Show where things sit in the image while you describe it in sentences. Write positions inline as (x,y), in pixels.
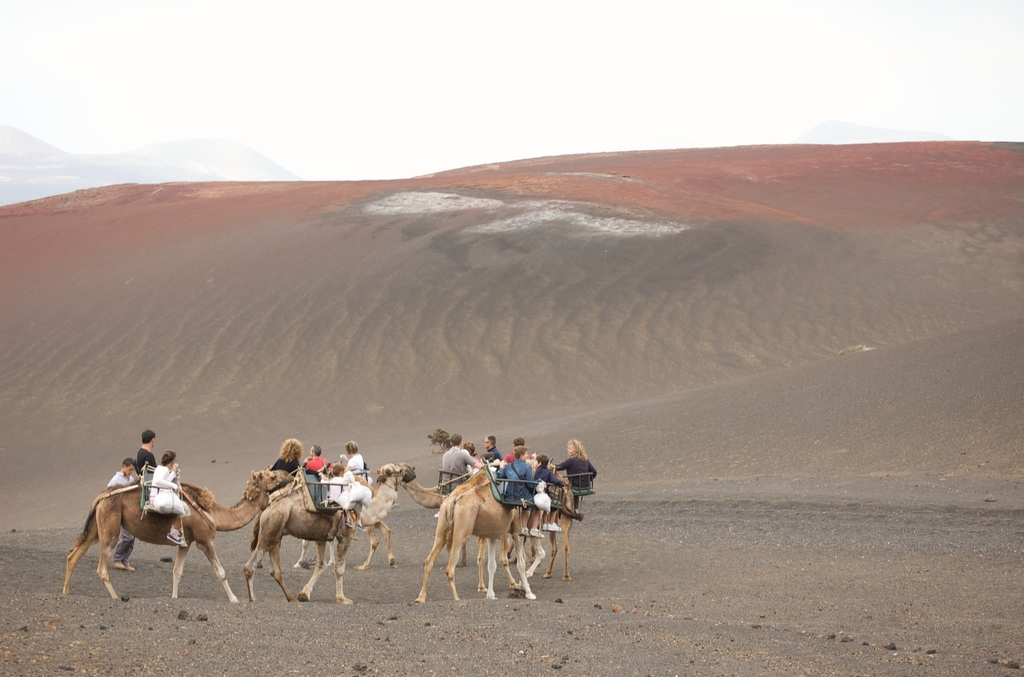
In this picture I can see a group of people (528,494) sitting on camels (344,554). Behind the person (516,471) we can see the desert (200,351). At the top (734,59) we can see the sky (486,111).
